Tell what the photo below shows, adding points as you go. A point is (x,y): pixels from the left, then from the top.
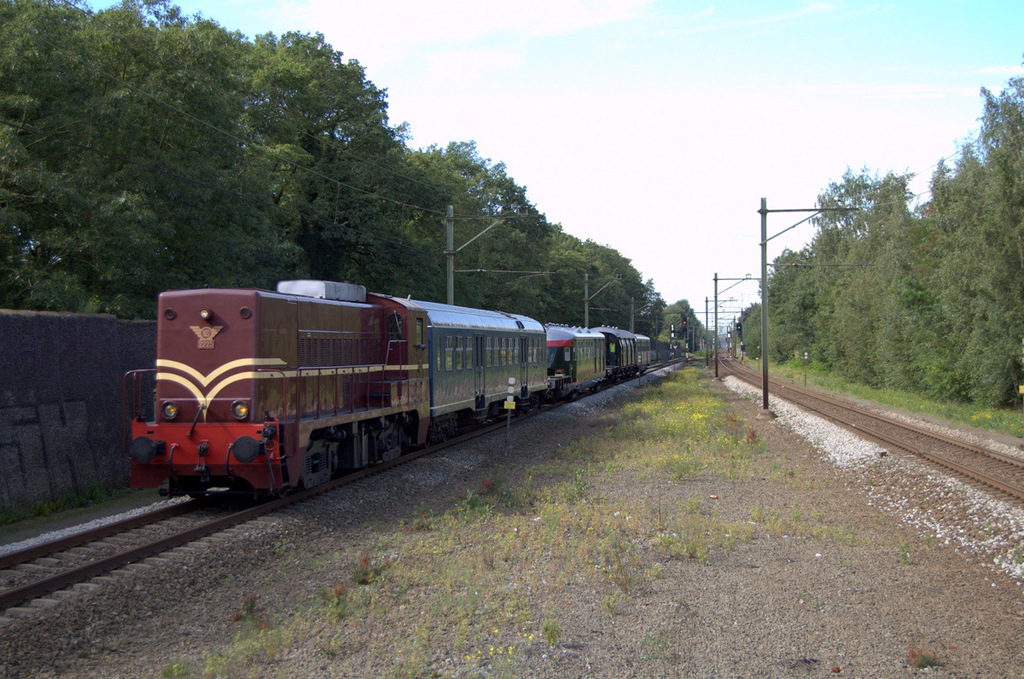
In this image we can see sky (769,120) with clouds (865,113), trees (9,26), electric poles (765,214), electric cables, grass (684,419), stones (751,567) and train (564,380) on the railway track (180,542).
